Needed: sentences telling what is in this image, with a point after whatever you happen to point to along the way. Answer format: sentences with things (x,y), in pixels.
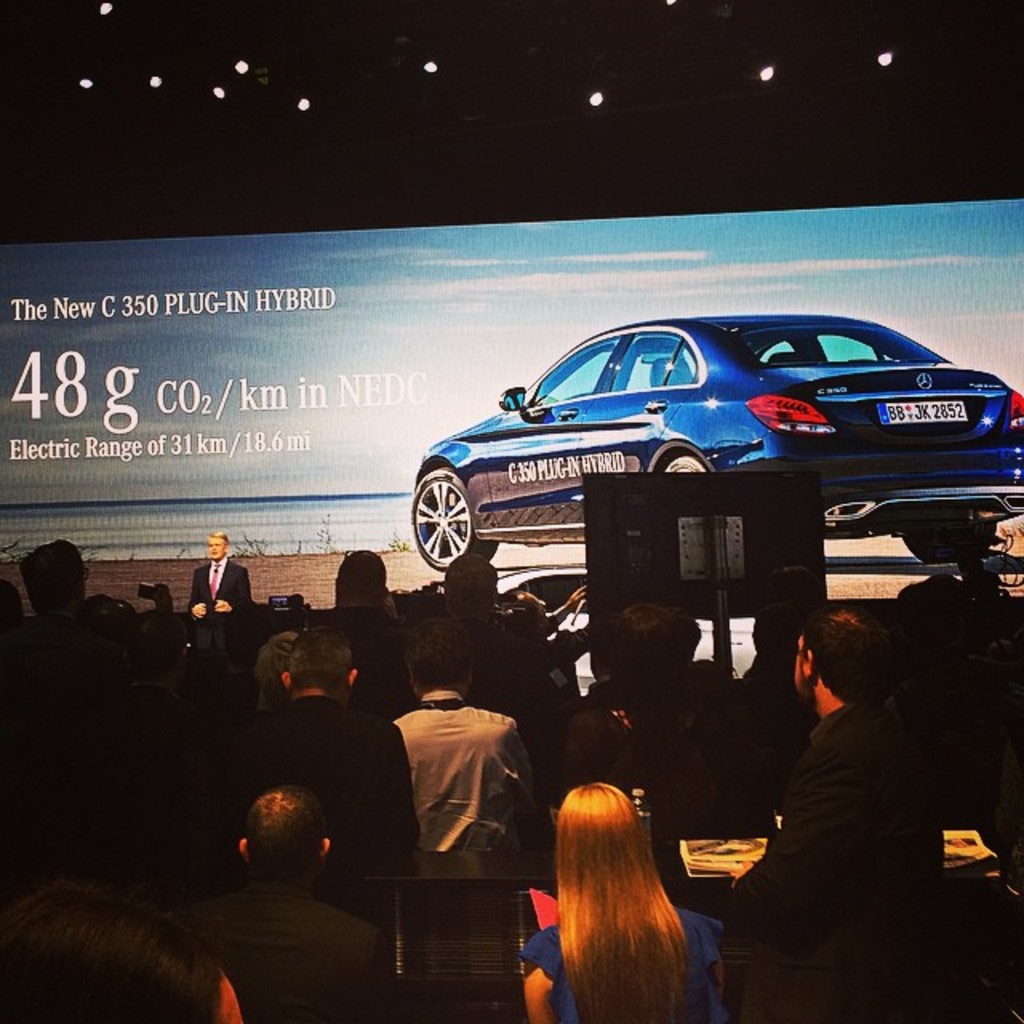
In this image we can see a few people (434,788) and there is a person (216,571) standing on the stage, there are some books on the table (657,852), in the background (245,558), we can see a board (893,472) with some text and also we can see a vehicle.
